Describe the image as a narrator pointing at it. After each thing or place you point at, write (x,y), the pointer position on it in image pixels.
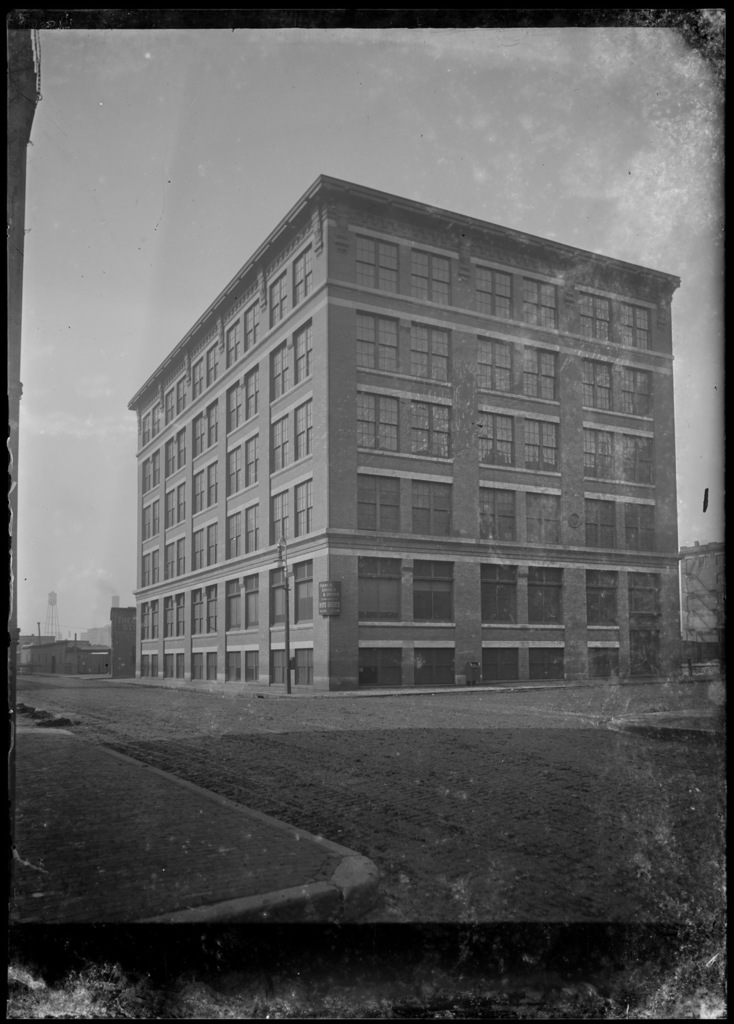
In this image there is a building (357,460). In front of the building (283,623) there is a street light pole (287,658). To the left (78,640) there are buildings (64,644) in the background (70,644). At the bottom (542,795) there is a road (524,750). There is a walkway (140,840) beside the road (384,781). At the top (295,114) there is the sky (428,97). There is a border (658,2) around the image.
